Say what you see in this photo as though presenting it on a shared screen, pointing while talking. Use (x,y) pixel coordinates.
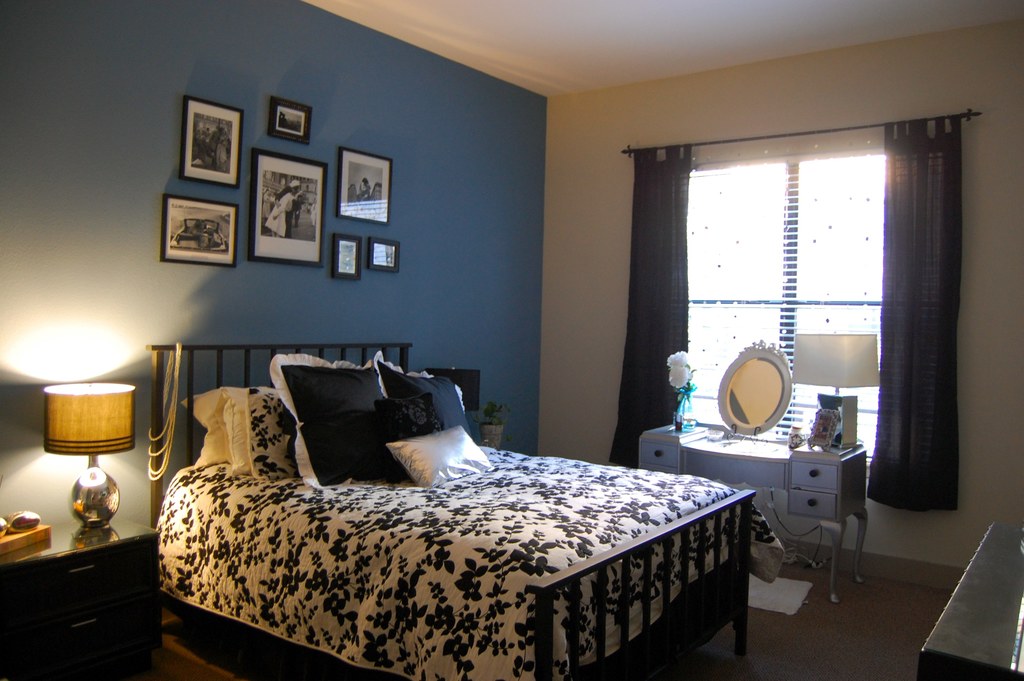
This image consists of a room (426,452). There is window (825,230) and curtains (888,293). There is cupboard like thing (677,472) near the window (800,417) and there is a mirror (764,428) on that. There is lamp (856,367) too. There is a bed (331,644) in the middle of the room (567,454), there are pillows (422,449) on that. There is a lamp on the left side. There are photo frames (353,154) on the wall (312,288).
